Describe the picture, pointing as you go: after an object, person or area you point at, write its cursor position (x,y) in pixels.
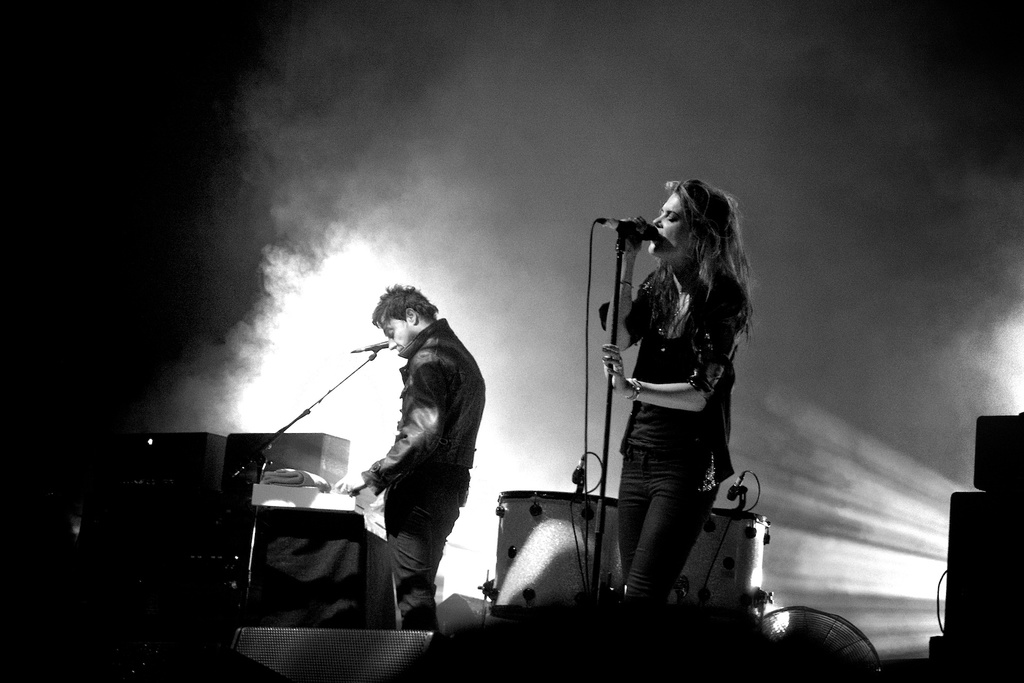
In this image I can see the black and white picture in which I can see the stage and on the stage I can see two persons (456,432) standing and microphones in front of them. I can see few musical instruments (569,527), some smoke (941,539) and the dark background (151,20).
